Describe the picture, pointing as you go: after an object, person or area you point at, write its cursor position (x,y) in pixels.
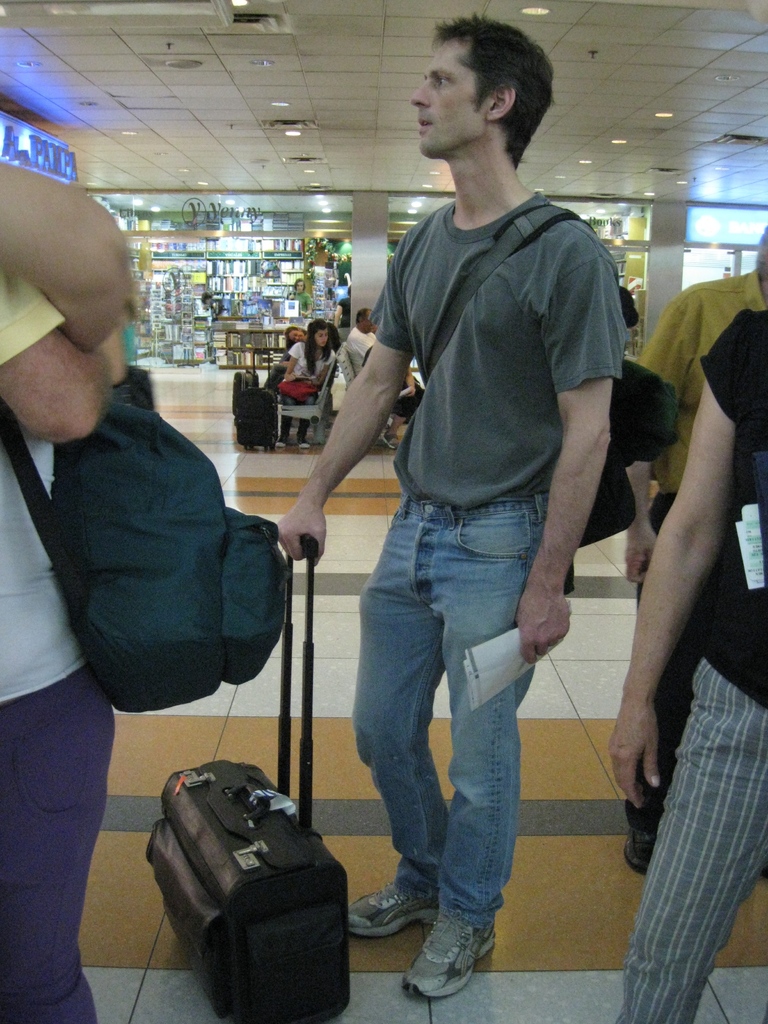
In this image, we can see few peoples (404,783). Few are holding a bags (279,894) and luggage (303,910). At the background (287,326), we can see some stalls (253,273), glass doors (259,227). On left side (46,155) there is a banner (47,155) and light roof (300,134).
